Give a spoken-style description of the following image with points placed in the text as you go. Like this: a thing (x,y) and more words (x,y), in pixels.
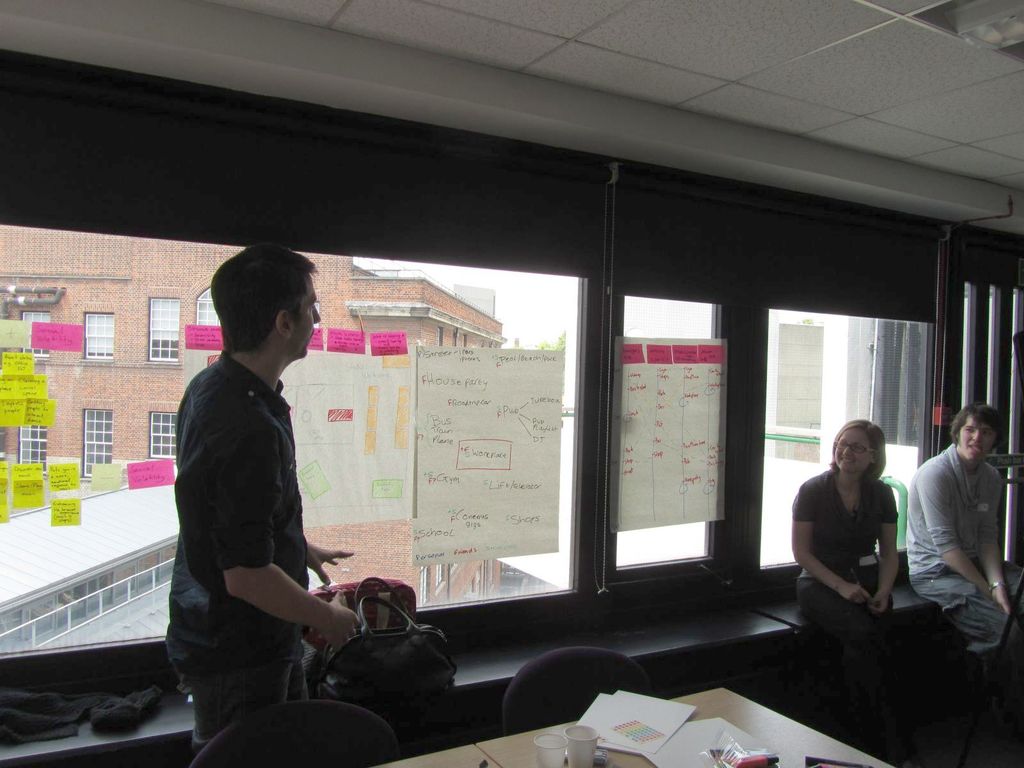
At the top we can see the ceiling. Through the glass (433,323) outside view is visible and we can see a building (415,323), windows (29,320), railing (100,602), tree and a roof (109,535). In this picture we can see the people (880,591) sitting on the platform (716,613) and we can see the bags (403,660) and a cloth (131,701) on the platform (163,720). On the left side of the picture (260,322) we can see a man (287,459) is standing. On the glass (30,430) we can see few sticky notes (41,420) and paper notes (724,472). At the bottom portion of the picture (510,683) we can see the chairs (374,720). On a table (399,762) we can see the papers (635,748), glasses (552,766) and few objects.
